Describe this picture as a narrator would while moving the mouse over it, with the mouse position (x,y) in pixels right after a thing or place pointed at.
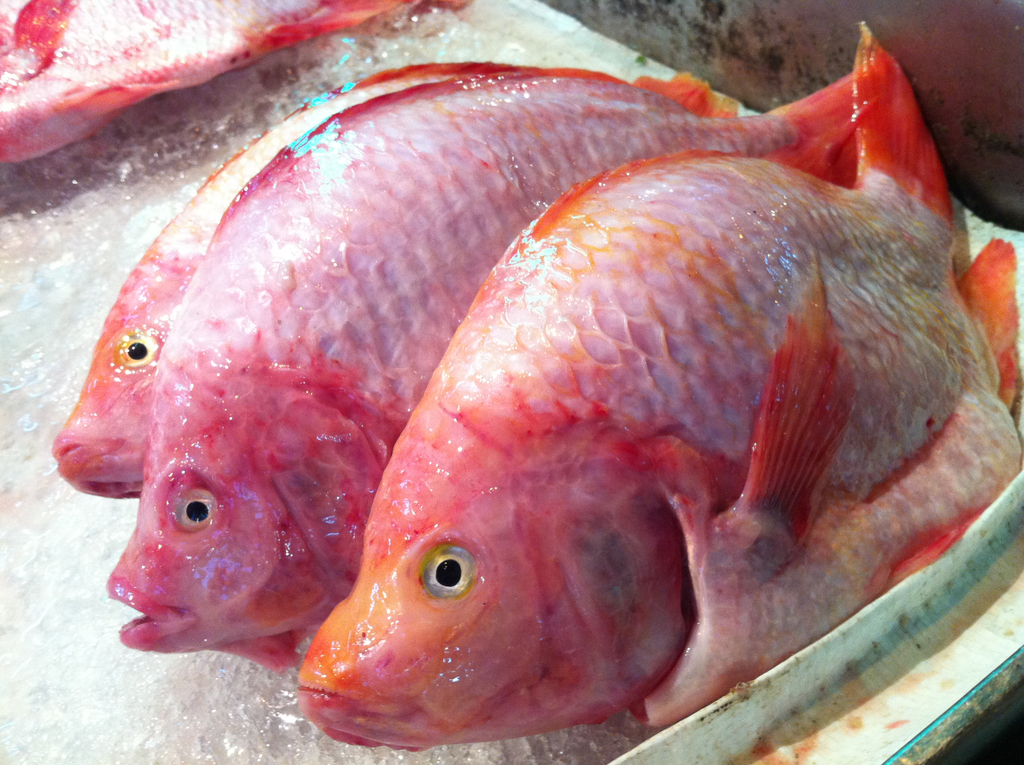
In this image we can see fishes (391,244) are kept in a white color container (766,703).
